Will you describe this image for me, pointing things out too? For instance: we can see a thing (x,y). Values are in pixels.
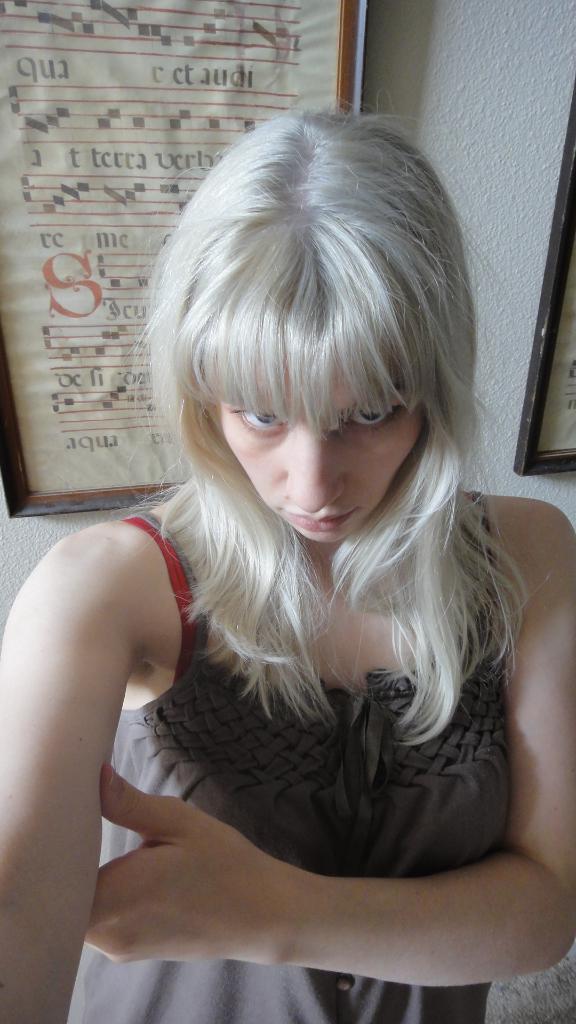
Front portion we can see a woman (423,966). Background (534,34) there is a wall (462,190) and pictures (271,18). Pictures (575,245) are on the wall (390,89).
